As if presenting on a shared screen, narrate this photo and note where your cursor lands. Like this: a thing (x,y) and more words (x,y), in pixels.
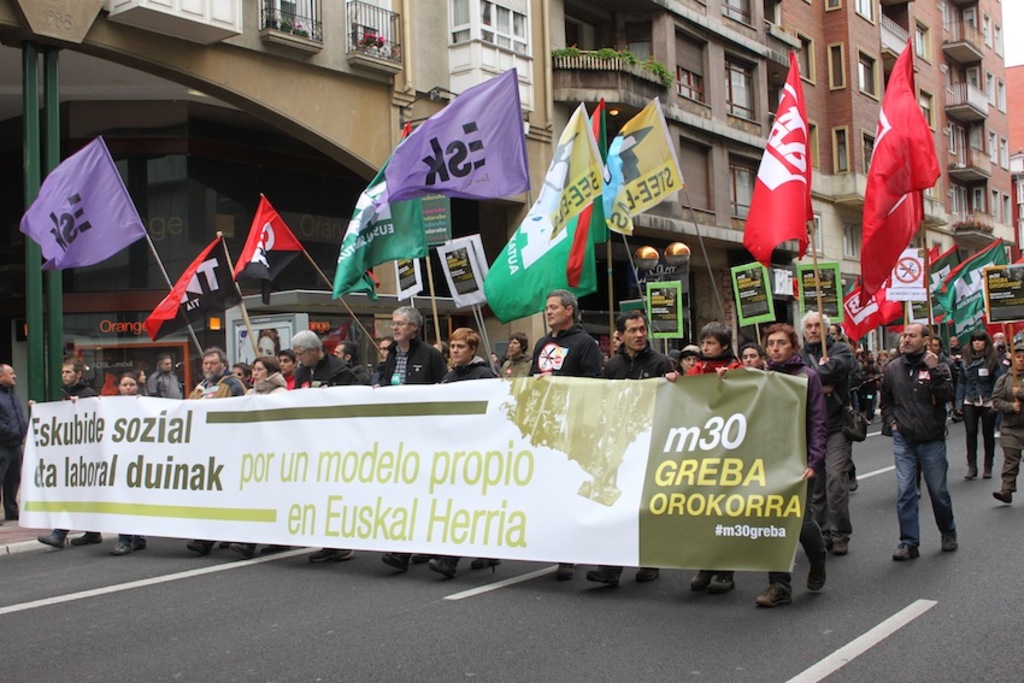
In this image people (788,351) are protesting with flags (891,215) and banner (148,443) on a road (656,669), in the background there are houses (516,214).
